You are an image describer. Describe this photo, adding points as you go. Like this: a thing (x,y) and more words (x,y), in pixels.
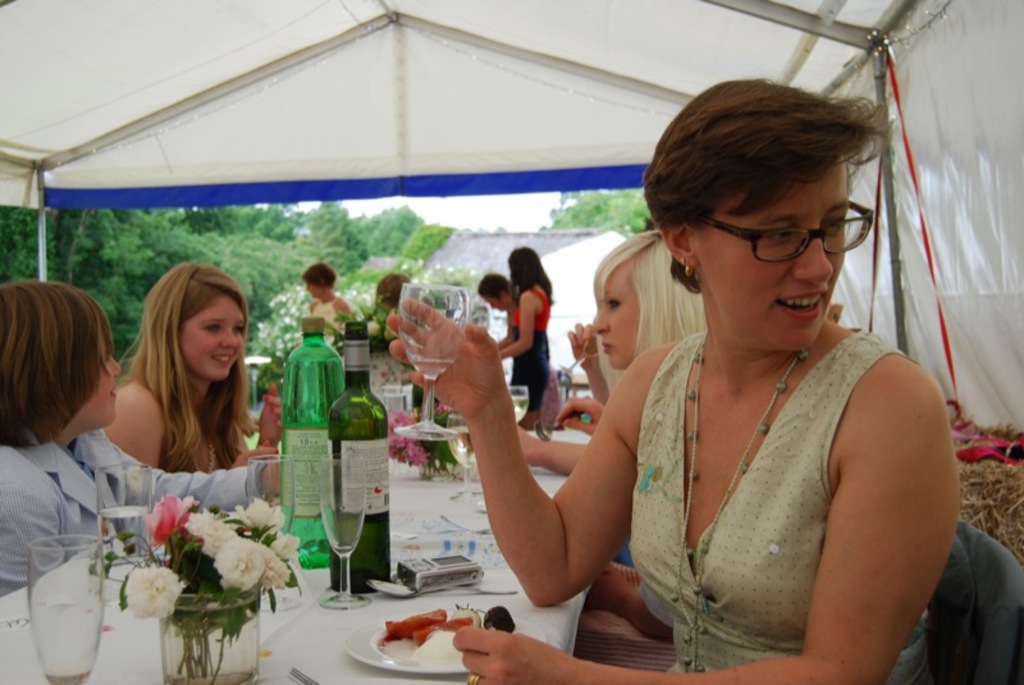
It seems to be the image is inside the tent (330,10). In the image there are four people (599,482) sitting on chair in front of a table (573,590), on table (403,613) we can see cloth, plate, food (444,647), glass (348,506), bottle (383,568), flower pot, flowers (220,567), camera (410,574), spoon (387,586). In background (319,296) there are four people (507,309) standing outside the tent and we can also see trees (230,255) from right to left and sky (541,224) is on top (507,205).
